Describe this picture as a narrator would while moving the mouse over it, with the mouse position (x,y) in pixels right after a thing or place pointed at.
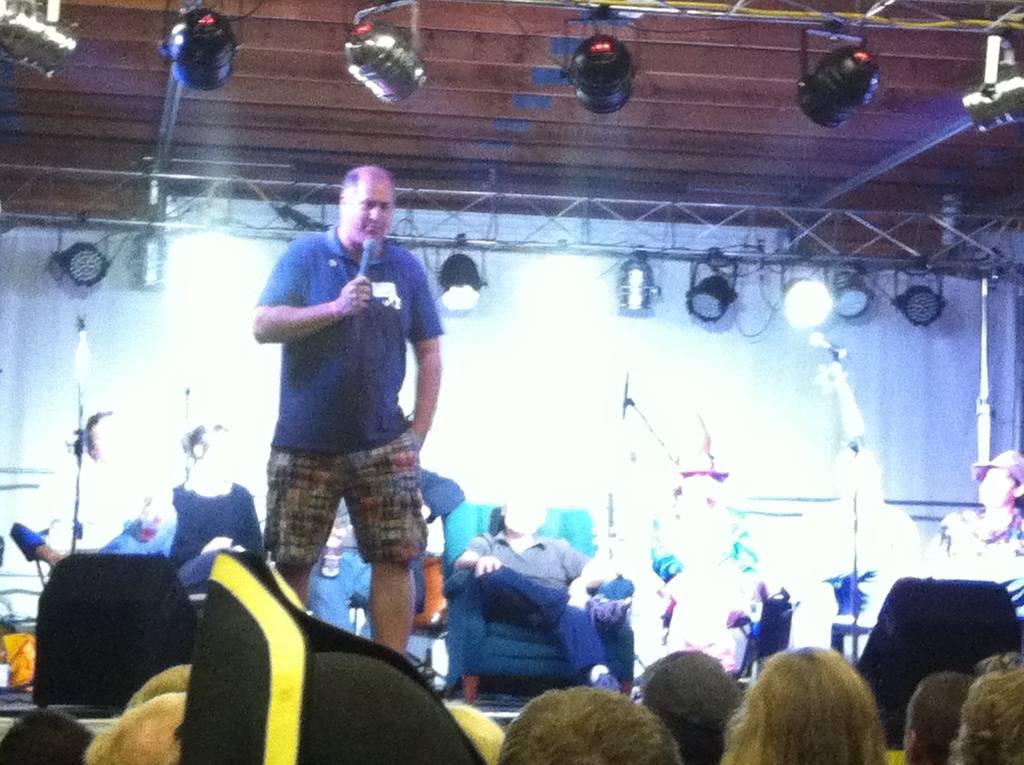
In this image, we can see a person (378,376) standing and holding a mic (364,271) with his hand (351,296). We can see some persons heads (578,702) at the bottom of the image (554,728). There is a person (515,547) in the middle of the image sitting on the couch (480,611). There are some lights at the top of the image (192,68).
